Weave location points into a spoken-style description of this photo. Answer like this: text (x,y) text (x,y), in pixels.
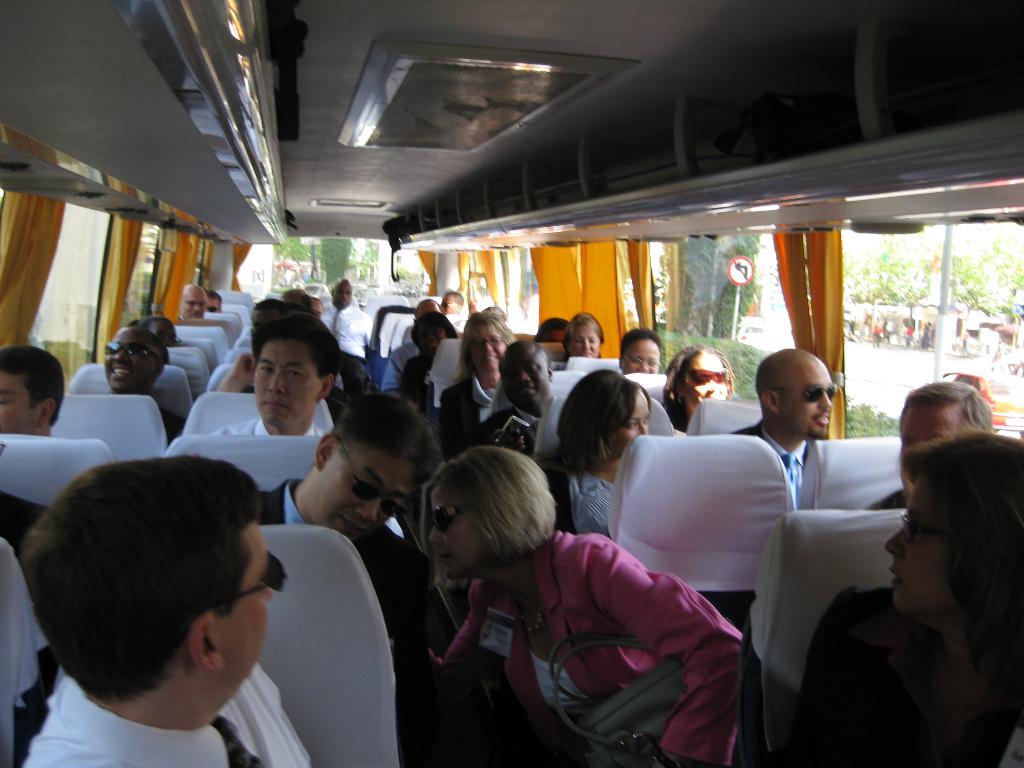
This is the picture of a vehicle (412,189). In this image there are group of people (294,310) sitting in the bus (505,247) and there are windows (1015,427) and curtains (564,286), behind the windows (78,334) there are trees (734,247) and there are group of people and there are poles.
